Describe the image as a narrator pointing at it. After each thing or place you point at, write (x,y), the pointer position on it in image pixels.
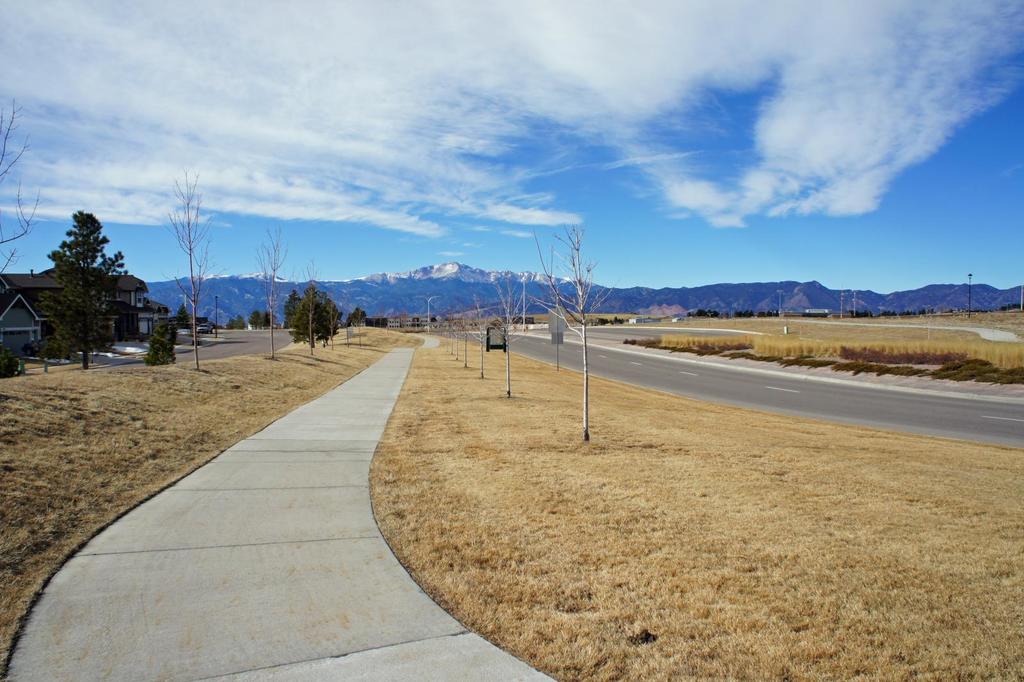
In this image there is a empty road (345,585), beside that there is some yellow grass (771,584), also there are trees (160,357), buildings (163,316) and mountains (490,287) at the back (490,287).
